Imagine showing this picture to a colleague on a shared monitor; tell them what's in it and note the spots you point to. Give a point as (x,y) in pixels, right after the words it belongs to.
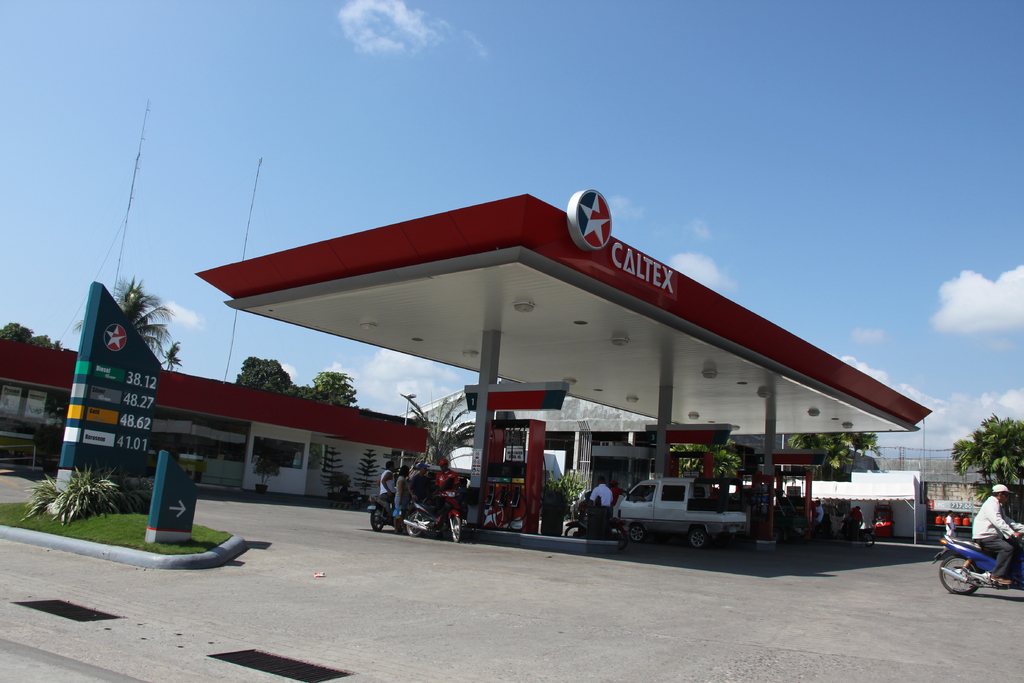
In this there are some vehicles (653,529) in middle of this image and there are some vehicles (790,493) in the background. There is a shelter (652,314) in middle of this image (593,317) and there are some trees (278,374) on the left side of this image (295,389). There is a floor ground (447,609) in the bottom of this image (516,607) and there is a sky (774,158) on the top of this image (586,141).
